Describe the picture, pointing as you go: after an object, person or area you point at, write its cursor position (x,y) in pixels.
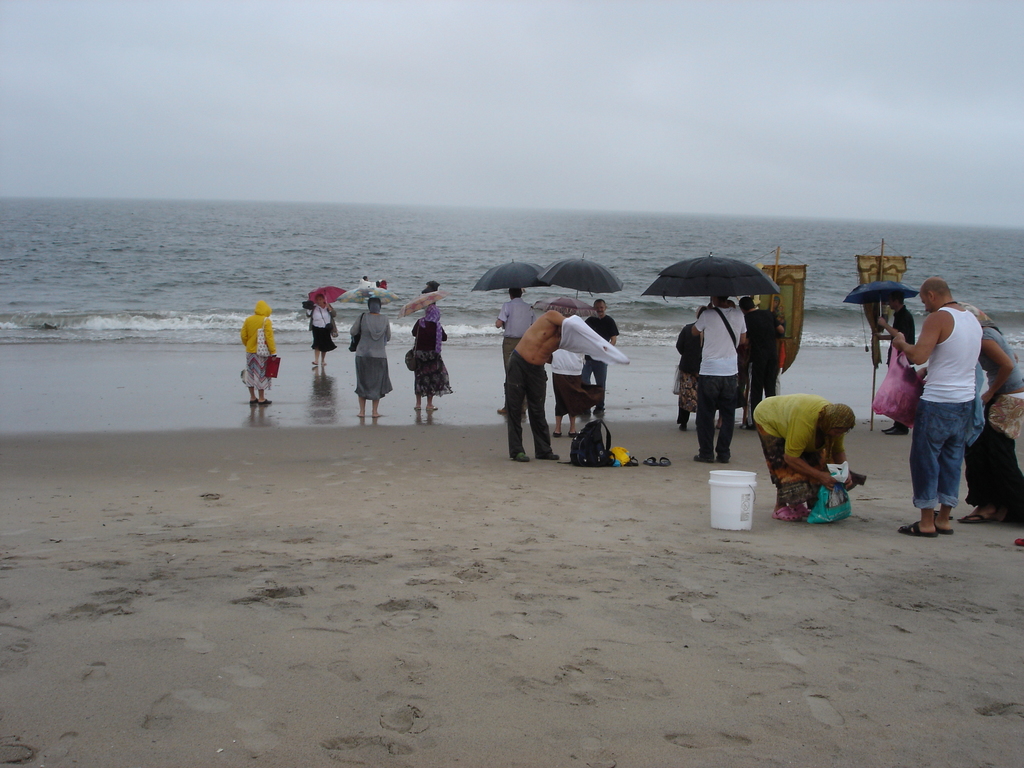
In this image I can see number of persons (712,375) standing on the ground (908,508) and few of them (717,325) are holding umbrellas (584,269) which are black in color. I can see a white colored bucket (724,518) on the ground (680,554). In the background (281,228) I can see the water (376,241) and the sky (353,86).
